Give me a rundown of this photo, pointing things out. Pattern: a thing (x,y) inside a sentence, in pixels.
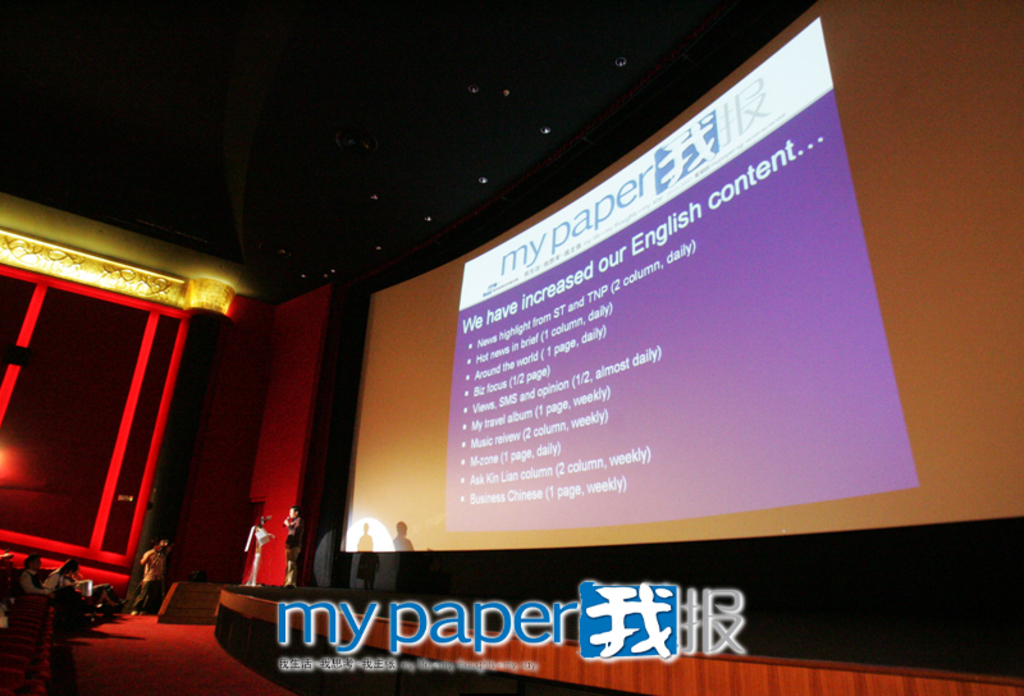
This picture seems to be clicked inside the hall (273,573). On the left (64,591) we can see the group of people (52,592) sitting on the chairs (46,614). On the left (295,533) we can see the two people (288,558) holding some objects (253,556) and standing. At the top (304,210) there is a roof (251,128) and the lights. In the background (234,426) we can see the wall (217,382). On the right (701,299) we can see the text (594,272) on the projector screen (487,429). At the bottom (468,642) we can see the watermark (618,647) on the image and we can see some objects (205,599) in the background (175,601).
